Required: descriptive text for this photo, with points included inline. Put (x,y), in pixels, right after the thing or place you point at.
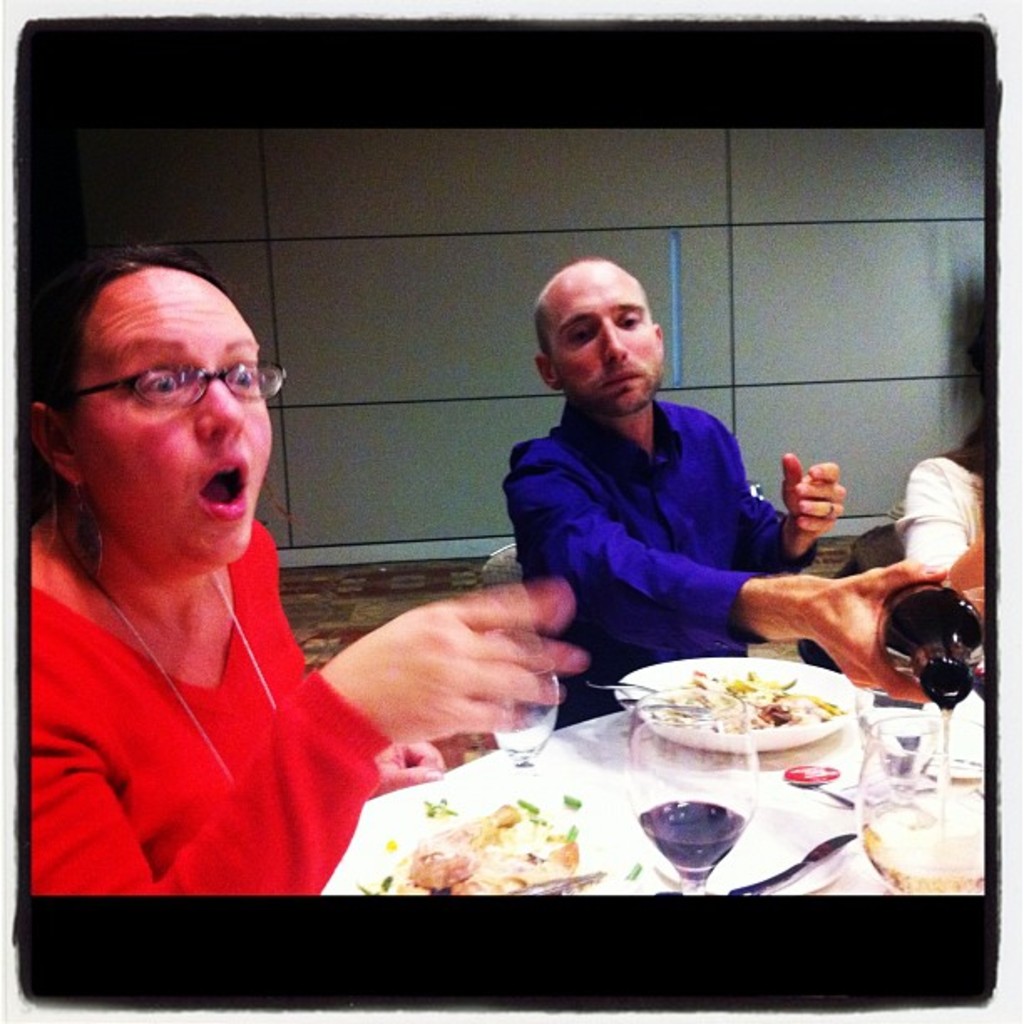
In this image we can see two persons (92,722) are sitting on the chairs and he is holding a bottle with his hand (776,601). There is a table (682,875). On the table (671,823) we can see glasses (959,860) with drink (942,820), plates (620,804), and food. In the background (525,348) we can see floor (303,629) and wall (438,267). On the right side of the image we can see a person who is truncated.
